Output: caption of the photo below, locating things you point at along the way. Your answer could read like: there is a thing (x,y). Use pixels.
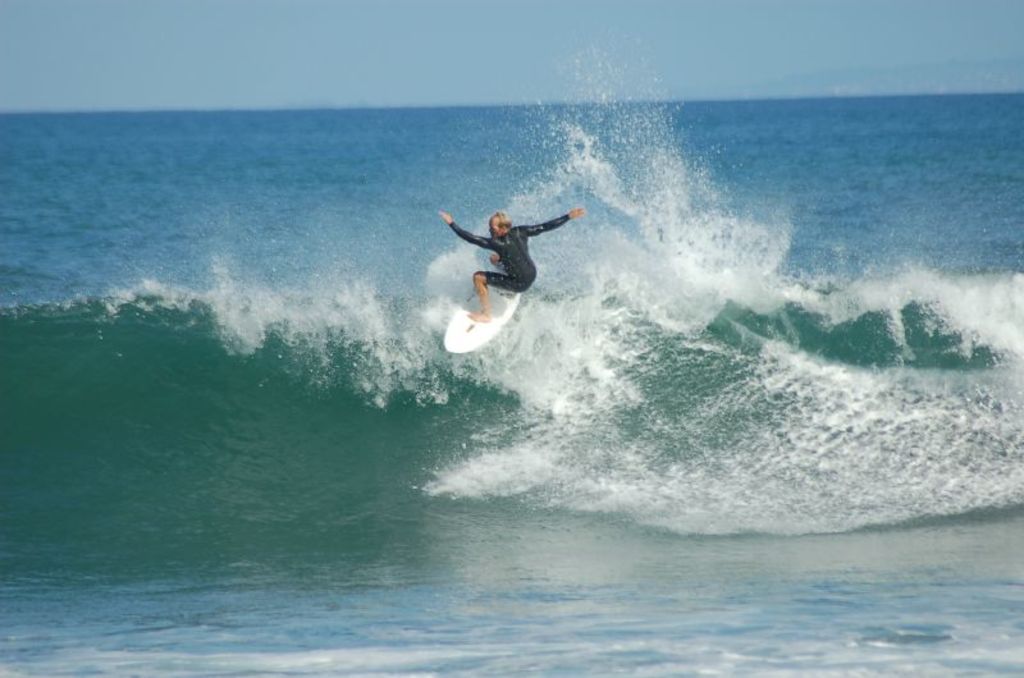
In the center of the image (621,358) we can see a man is surfing on the wave (587,307). In the background of the image (1008,148) we can see the water (172,381). At the top of the image (434,9) we can see the sky (935,54).
